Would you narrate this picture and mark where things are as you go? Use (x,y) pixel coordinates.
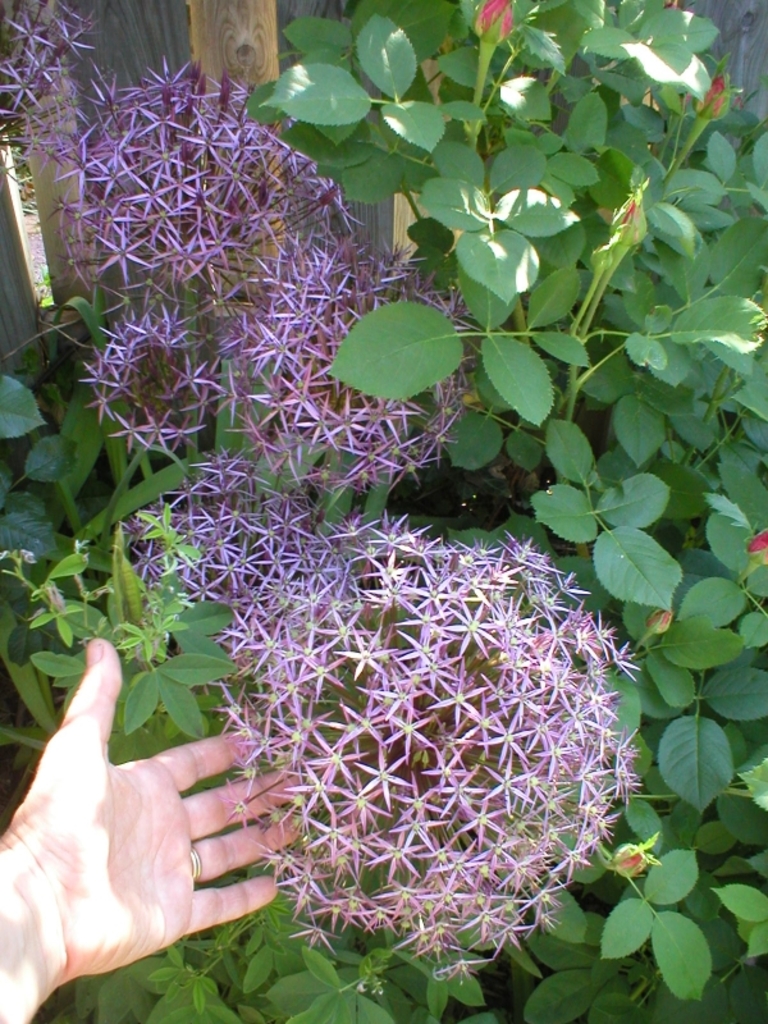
In this image I can see the person's hand (99,730) and I can also see few flowers (463,664) in purple and red color, leaves (635,407) in green color. In the background (78,79) I can see the wooden fencing (15,199).
